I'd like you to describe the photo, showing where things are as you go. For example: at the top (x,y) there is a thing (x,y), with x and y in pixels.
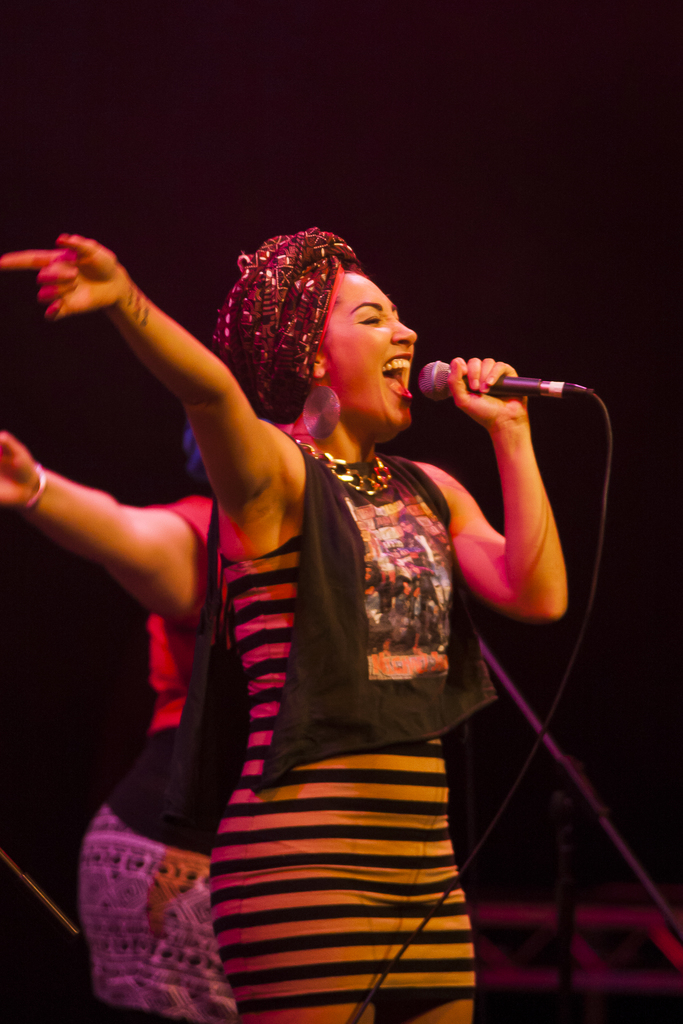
In this image, In the middle (305,514) there is a woman (411,723) standing and holding a microphone (538,391) which is in black color and she singing and in the background (159,770) there is another woman (184,629) standing.
